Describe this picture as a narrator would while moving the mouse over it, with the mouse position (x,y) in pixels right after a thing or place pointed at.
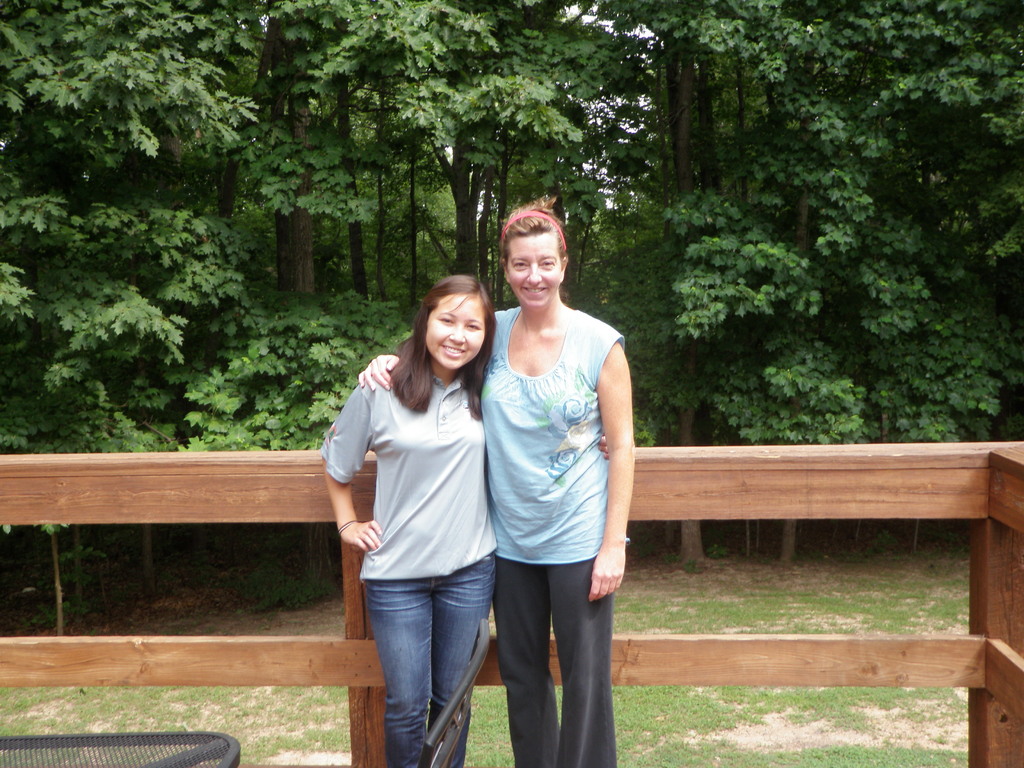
In this image we can see two people (405,571) are standing and posing for a photo and there is a wooden fence (1016,740) and other objects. In the background (334,693), we can see some trees (818,232) and the grass (754,691) on the ground (55,692).
